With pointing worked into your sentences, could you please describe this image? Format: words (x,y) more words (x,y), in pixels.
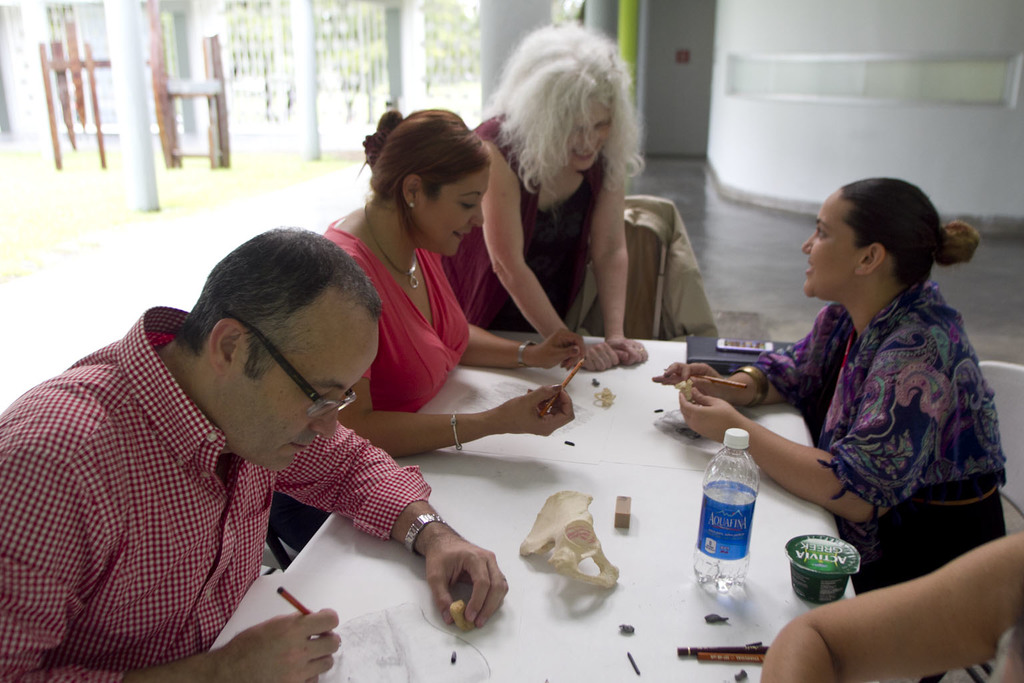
In the foreground of the picture (609,509) there are tables (587,461), on the table (626,461) there are bottle (719,519), cup (812,561) and other objects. On the right (934,451), there are two women (882,324). On the left (203,422) there is a man (201,414) and a woman (383,254). In the picture there is a woman (584,237) standing and there is a chair (658,263). The background (817,28) is blurred. In the background (805,34) there is a building (883,16).
